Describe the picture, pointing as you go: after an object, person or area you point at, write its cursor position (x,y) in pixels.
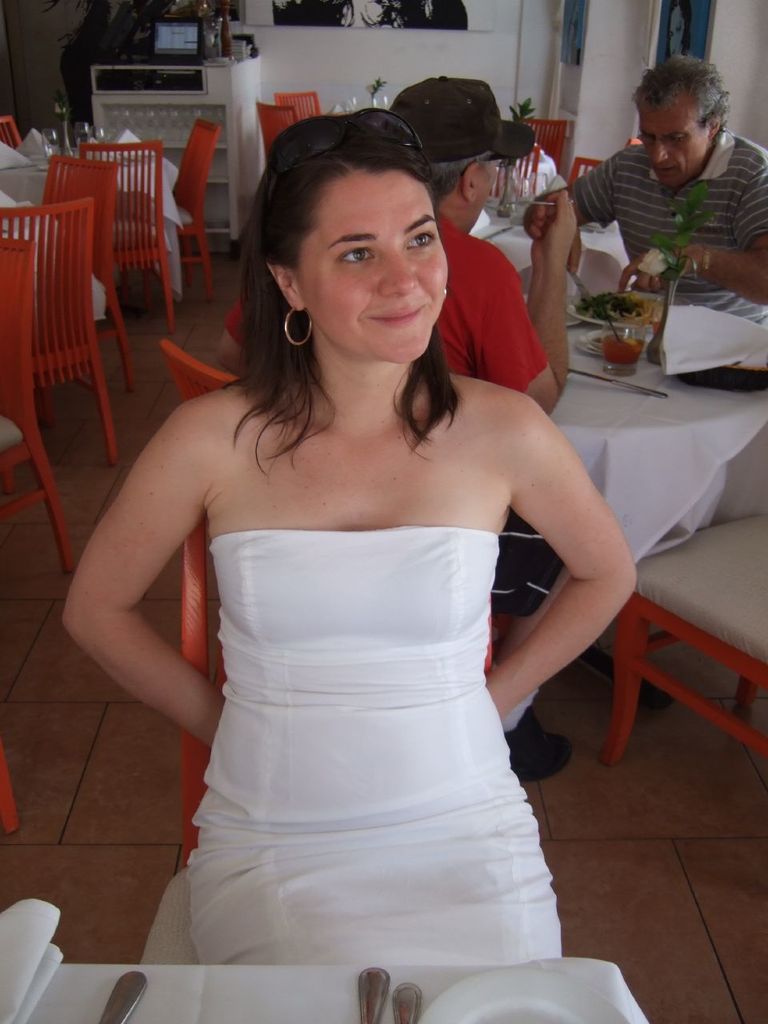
In this picture we can see woman (435,735) smiling and sitting on chair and in front of her we can see table (83,990) and on table (218,1004) we have spoons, plates (598,1011), glasses (614,351), knife (610,378), cloth (692,336), some food (649,309) and at back of her we can see two men (426,146) sitting and in background (222,77) we can see cupboard (155,93), wall (280,83) with frames (402,7).
